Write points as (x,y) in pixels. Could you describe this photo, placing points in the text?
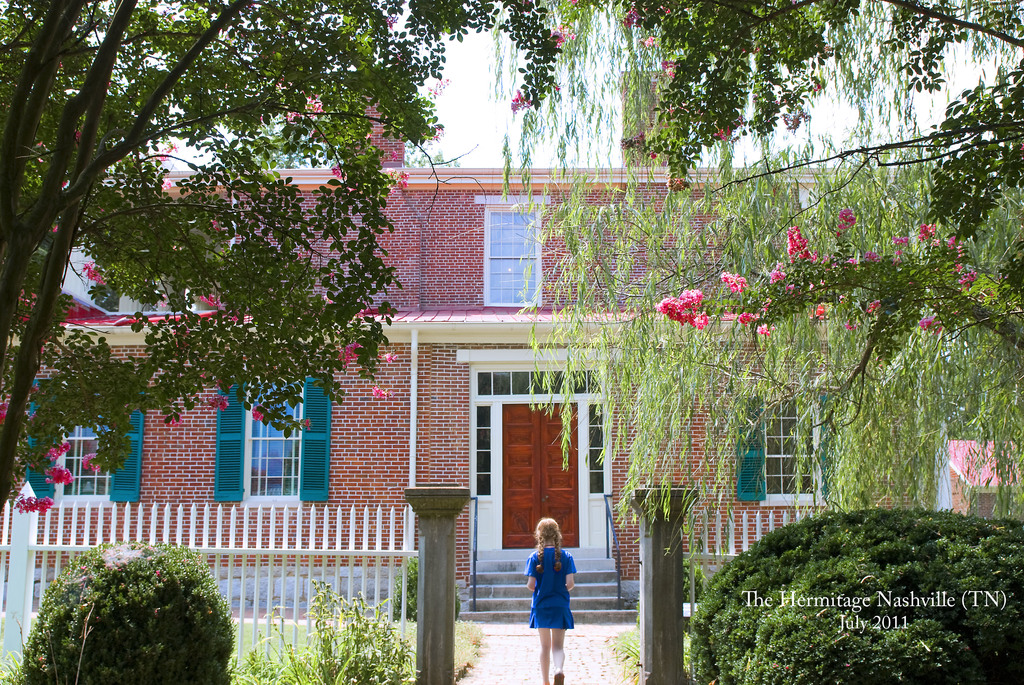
On the bottom right (877,597), there is a watermark (994,600). On the right side (949,625), there are pink color flowers (971,281) of a tree (979,265) which is having green color leaves (634,62), there is a pole (650,582) and there are plants (938,516) on the ground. Beside this pole (657,619), there is a girl (535,595) in blue color dress (550,565), walking on the road (510,672). Beside her, there is another pole (446,621) which is attached to a fence (26,518), there are trees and plants (188,648) on the ground (7,661). In the background (526,520), there is a building (579,401) having wooden door (555,410), glass windows (525,225) and brick wall (432,448) and there is sky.
